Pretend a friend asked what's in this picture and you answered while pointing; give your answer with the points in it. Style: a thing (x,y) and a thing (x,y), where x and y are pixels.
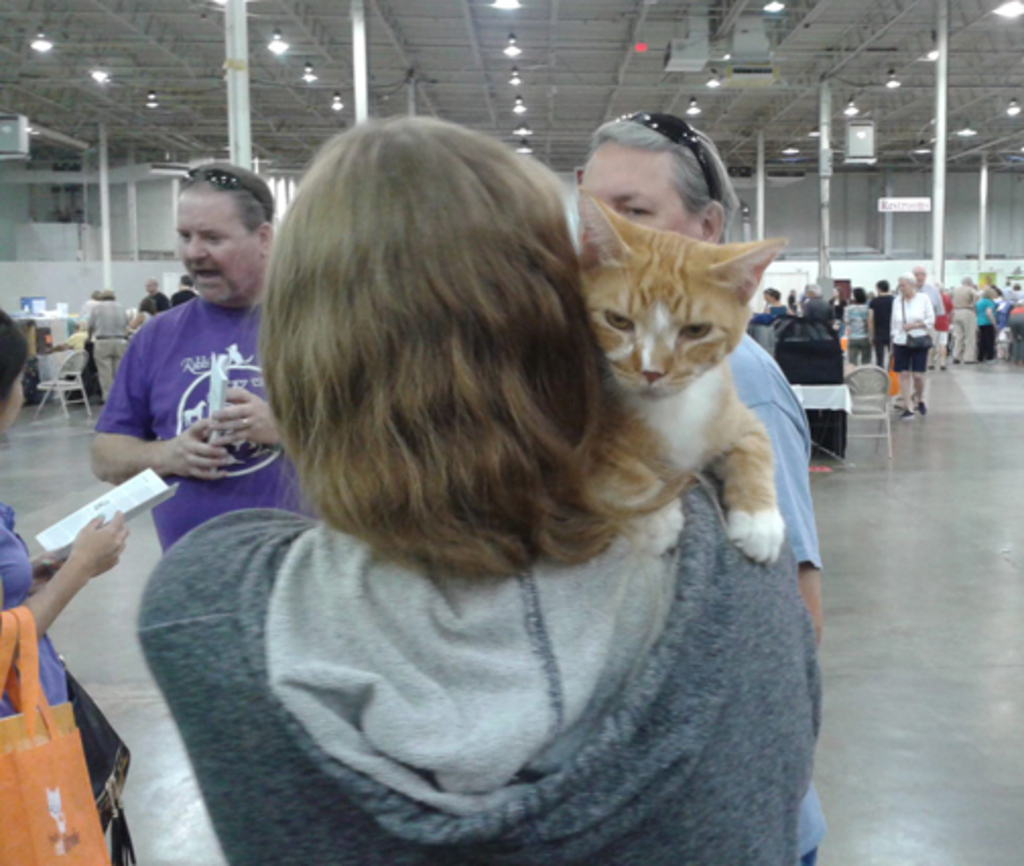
This picture looks like it is clicked inside in a hall (481,120). There are many people (981,354) in this image. In the front (486,149) there are four people (188,628) standing. In the middle (500,478), the woman (342,274) is holding a brown cat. To the left (4,544), the woman (18,537) is wearing a blue shirt (8,527) and a bag (18,777) in her hand (106,533). In the background (172,67) there is a roof (673,19), to which many lights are fixed.
